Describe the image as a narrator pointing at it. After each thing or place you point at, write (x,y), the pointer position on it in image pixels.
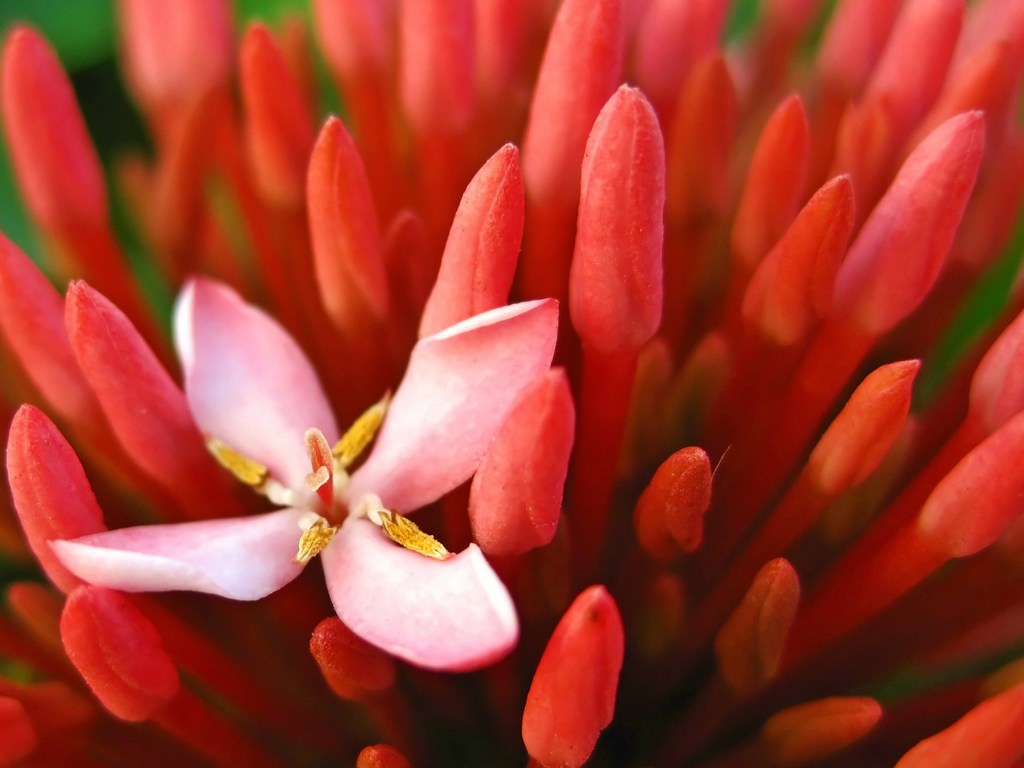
In this image I can see a flower (369,535).
